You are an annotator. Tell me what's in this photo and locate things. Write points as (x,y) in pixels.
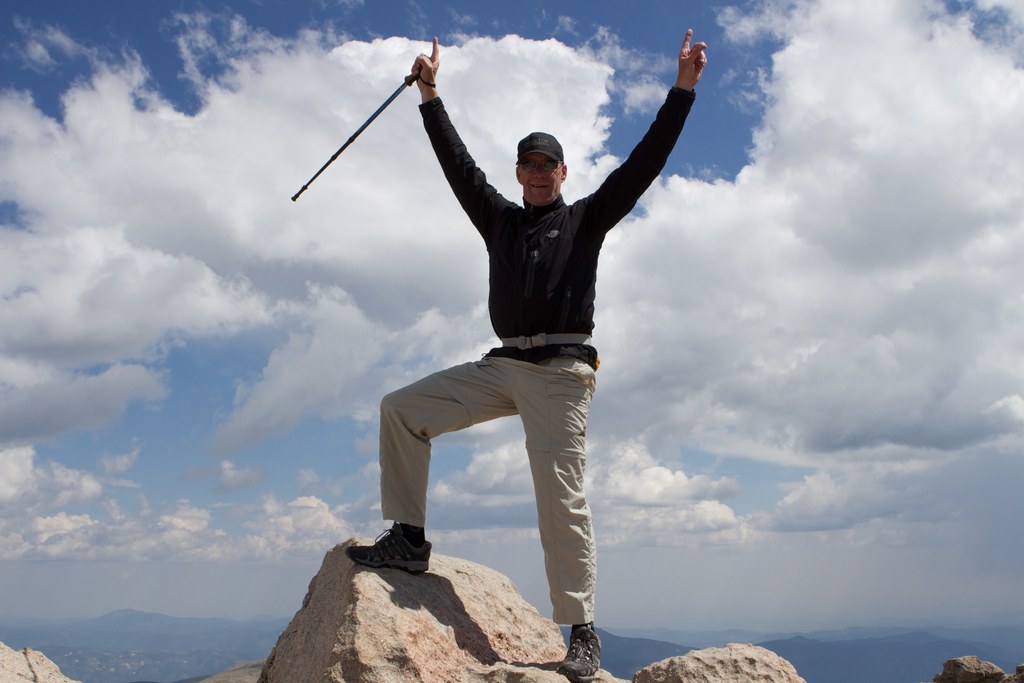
In the image I can see a person (490,297) is standing and holding a stick (376,115) in the hand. The person (597,241) is wearing a cap (543,151), pant (527,368), shoes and some other clothes (515,346). In the background (781,417) I can see the sky (491,462) and mountains (246,653).
